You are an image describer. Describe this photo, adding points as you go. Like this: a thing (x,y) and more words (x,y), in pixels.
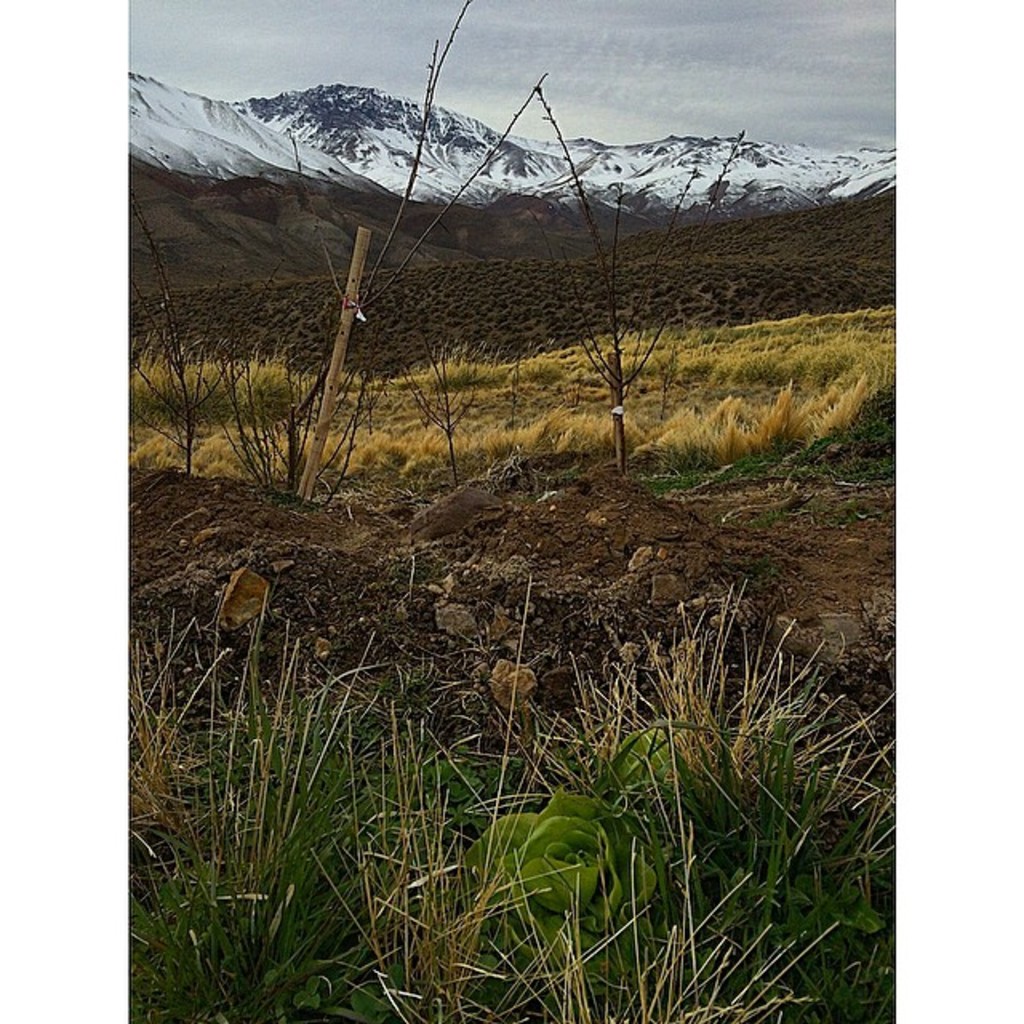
In this image we can see grass (562,970), plants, hills (232,277), mountains (546,206) and the sky (800,84) in the background (780,89).
